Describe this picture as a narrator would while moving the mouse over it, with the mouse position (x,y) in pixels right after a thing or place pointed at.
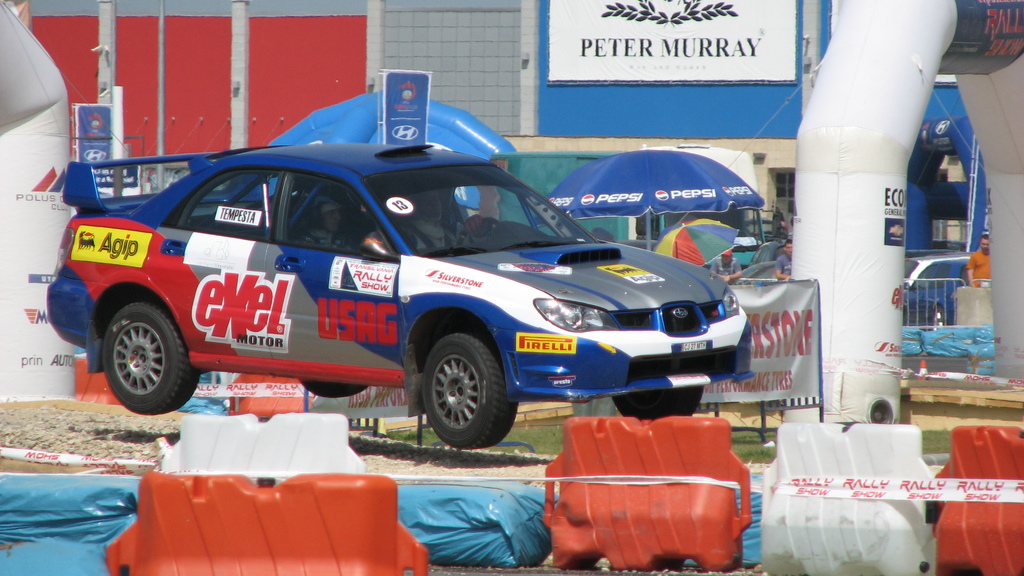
In this image there is a car (481,348), there are two persons (427,212) sitting in the car (436,335), there is sand (53,424), there are objects (634,521) on the ground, there are boards (664,62), there is text (804,320) on the boards (766,346), there are two men (777,261) standing, there is a man (982,271) standing towards the right of the image (987,257), there is an object (1004,148) towards the right of the image (1012,183), there are poles (240,39) towards the top of the image (160,44), there is a wall (191,51) towards the top of the image (164,76), there are poles (163,10) towards the top of the image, there is an object (16,175) towards the left of the image (28,67), there is an umbrella (705,197), there is text (623,198) on umbrella (654,206).
